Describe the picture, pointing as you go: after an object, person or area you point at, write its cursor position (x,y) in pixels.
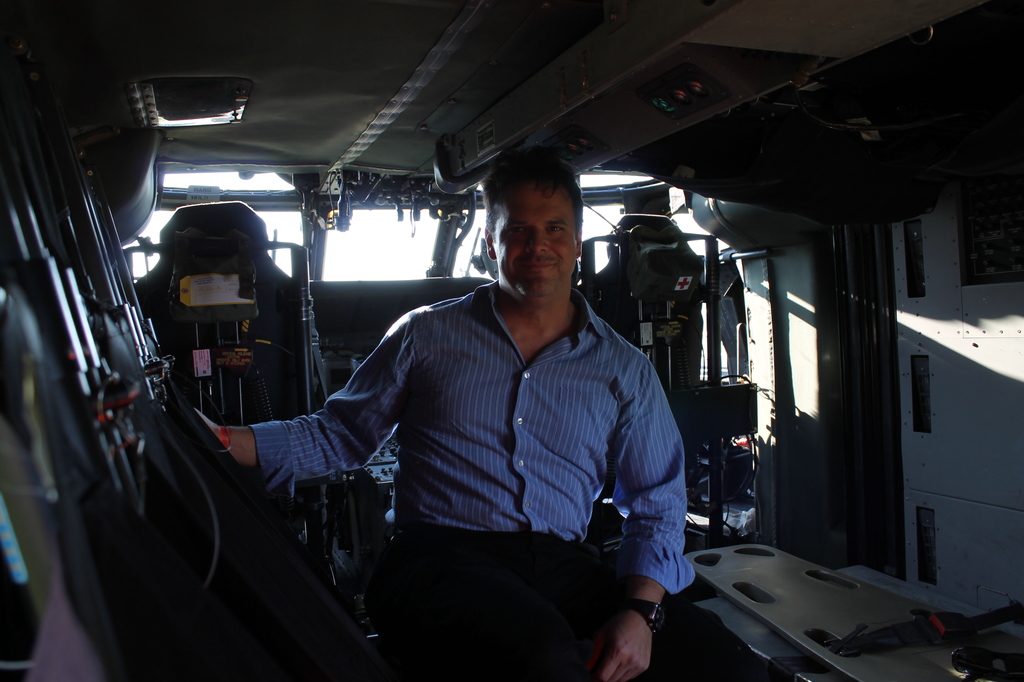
In this image I can see the interior of the vehicle (772,496) in which I can see a person (598,452) sitting, few seats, the ceiling (380,133), a light (225,83) to the ceiling (376,56) and few other objects (227,285).
